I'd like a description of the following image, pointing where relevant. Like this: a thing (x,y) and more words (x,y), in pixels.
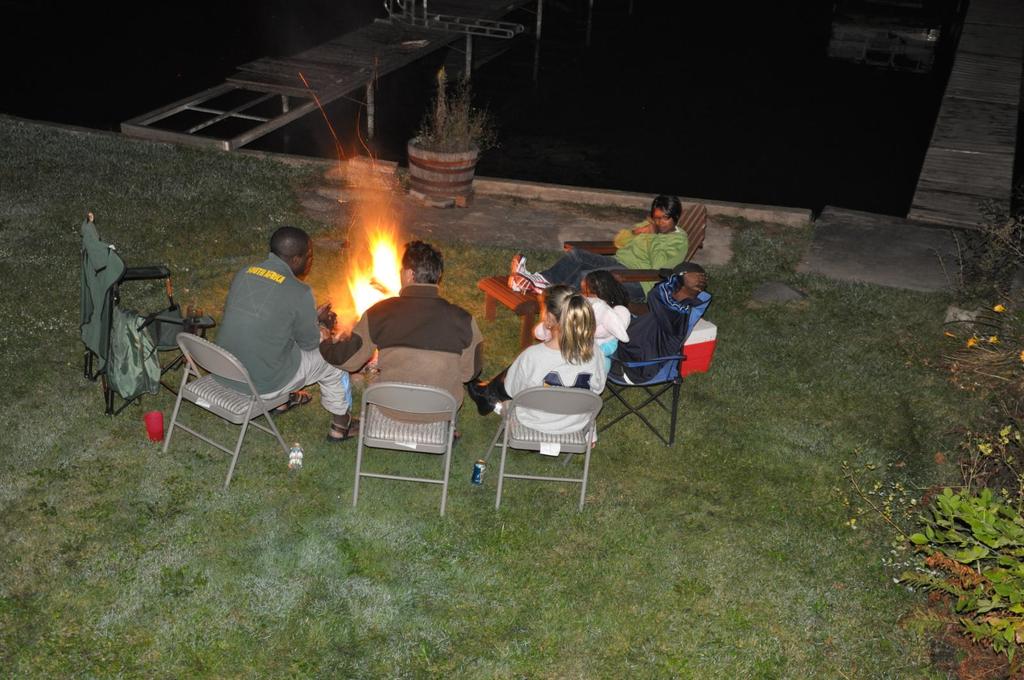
In this image, There is a garden (587,529) which is in green color and there are some people (344,430) sitting on the chairs (561,393) and there is a fire (355,303) which is in yellow color.
